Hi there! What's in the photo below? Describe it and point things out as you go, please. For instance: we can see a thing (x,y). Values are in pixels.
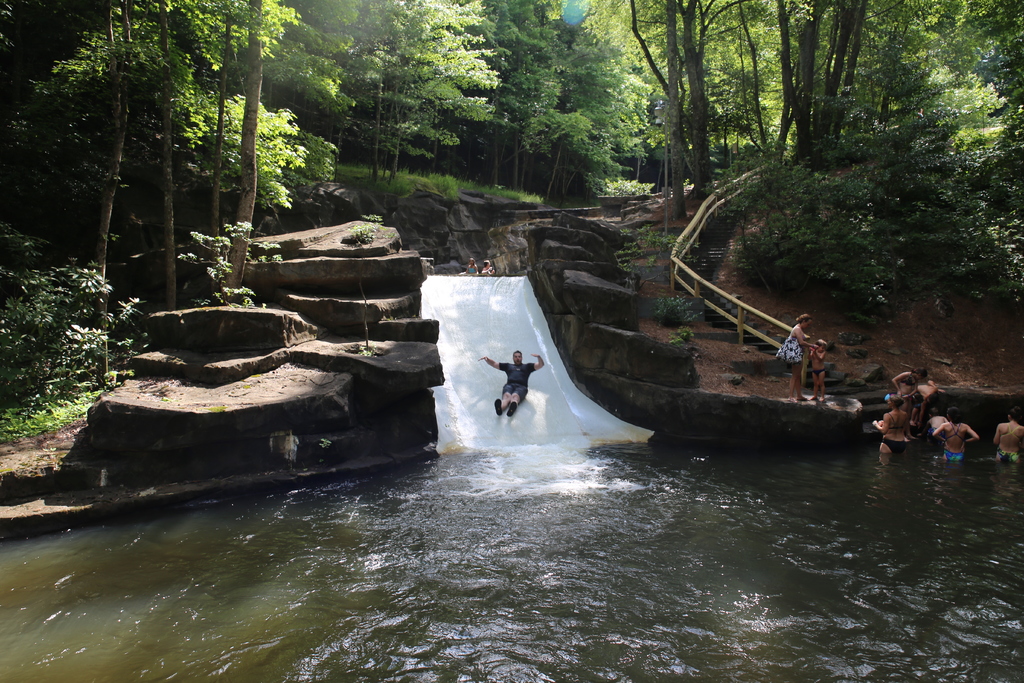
In this picture we can see a group of people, one woman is wearing a bag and one person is on a slide (527,449), here we can see water (558,452), some stones (345,429), fence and in the background (268,149) we can see trees (314,177).
